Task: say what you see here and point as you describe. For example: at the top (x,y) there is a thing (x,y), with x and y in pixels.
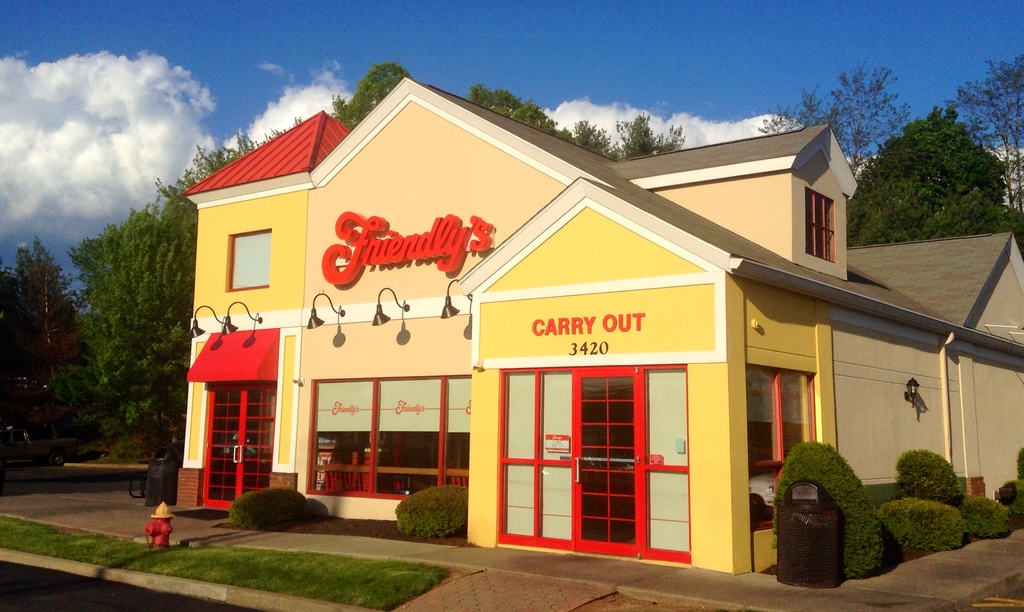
In the background (633,70) we can see the clouds (170,72) in the sky (814,50), trees (983,98). In this picture we can see the store (322,312), windows (330,450), doors (218,430), hoarding (453,217), lights (344,312). Near to the store (240,416) we can see the plants (997,527), trash can (782,547), hydrant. On the left side of the picture (155,499) we can see a vehicle (24,457) and a trash can (149,478).
